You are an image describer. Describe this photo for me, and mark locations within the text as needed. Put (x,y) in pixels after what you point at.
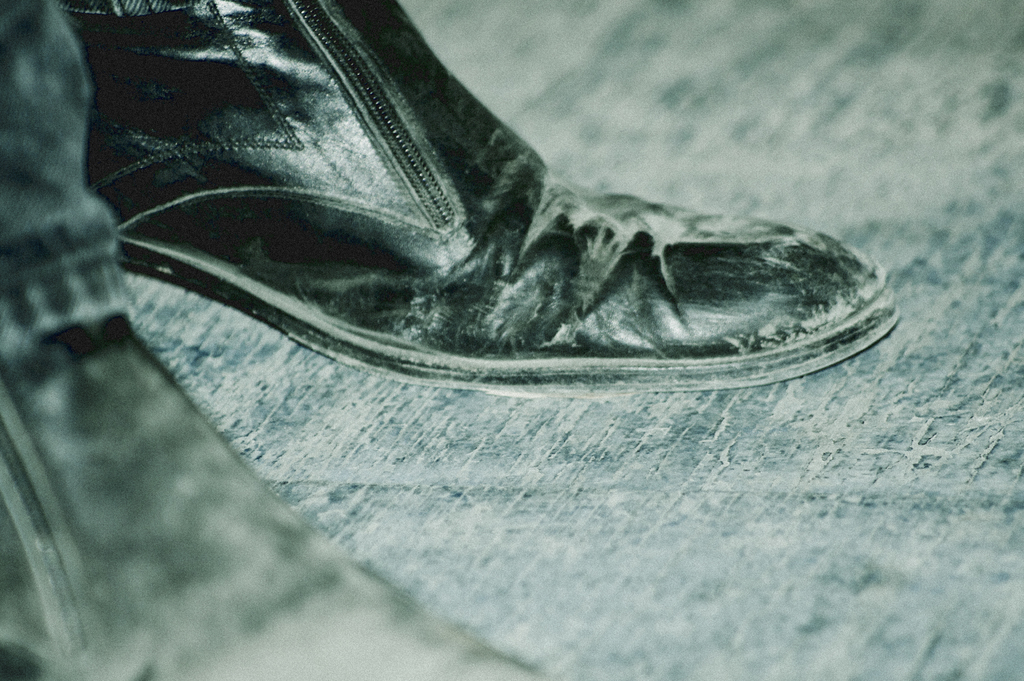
In this picture we can see a pair of shoes (305,323) on the floor (343,518). On the left side of the image (75,324), there is a cloth (13,123).
